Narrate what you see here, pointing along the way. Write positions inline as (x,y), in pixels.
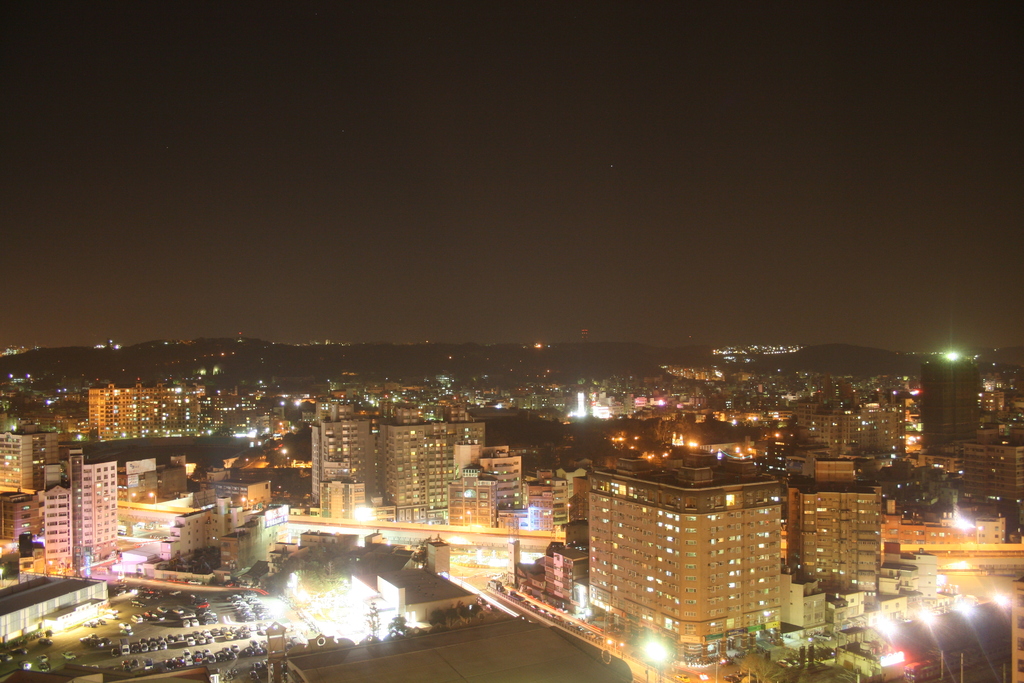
This picture is clicked from high up in the city. There are many buildings (648,545) in this picture. At the bottom of the picture (258,609), there are many cars (187,625) parked in a parking lot (216,649). There are many street lights (967,615) on the road (105,649). There are trees (147,358) and buildings (450,404) in the background (428,384). At the top of the picture (454,155), we see the sky (440,271). This picture is clicked in the dark.
